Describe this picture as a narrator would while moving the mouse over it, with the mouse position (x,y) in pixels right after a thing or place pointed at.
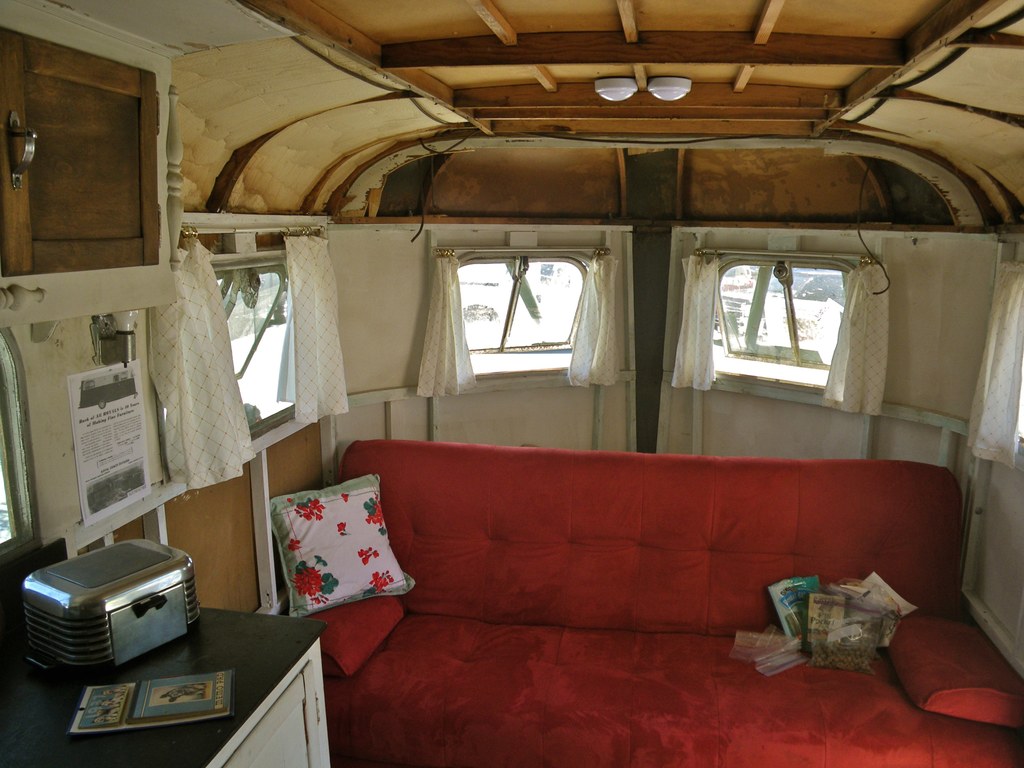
In this picture we can see the inside view of a vehicle (659,543). This is sofa (617,640) and there is a pillow (383,549). Here we can see a cupboard (321,729). These are the windows (731,302) and this is curtain (694,324).
